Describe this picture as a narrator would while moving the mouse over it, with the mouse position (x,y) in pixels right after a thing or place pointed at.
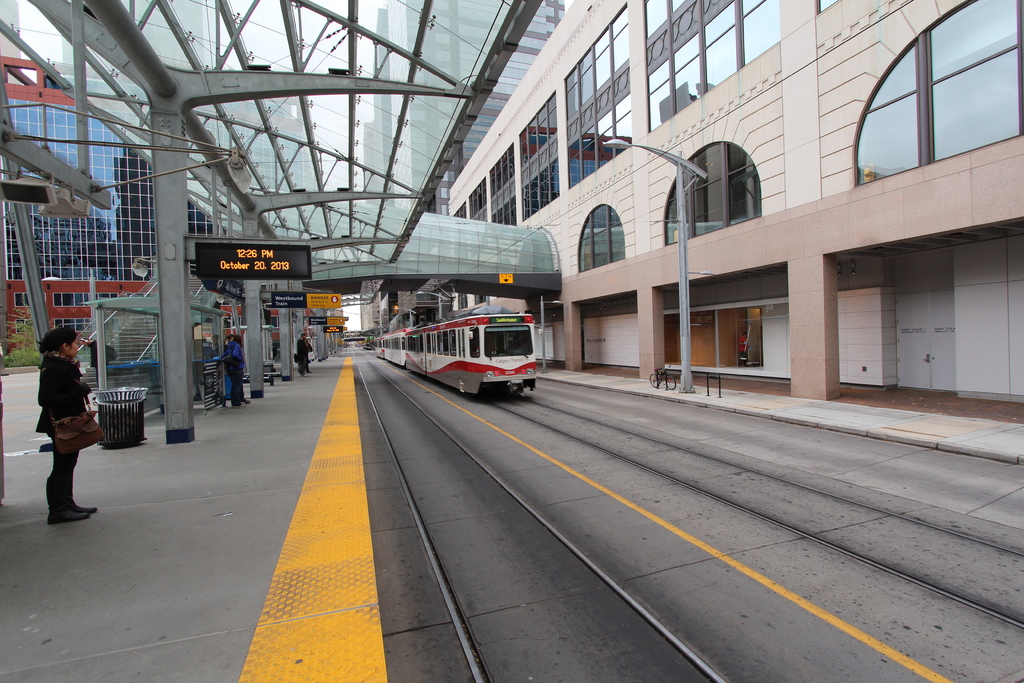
In this picture on the right side (742,490), we can see a train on the railway track (771,492) & on the left side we can see people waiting on the platform (290,400).
